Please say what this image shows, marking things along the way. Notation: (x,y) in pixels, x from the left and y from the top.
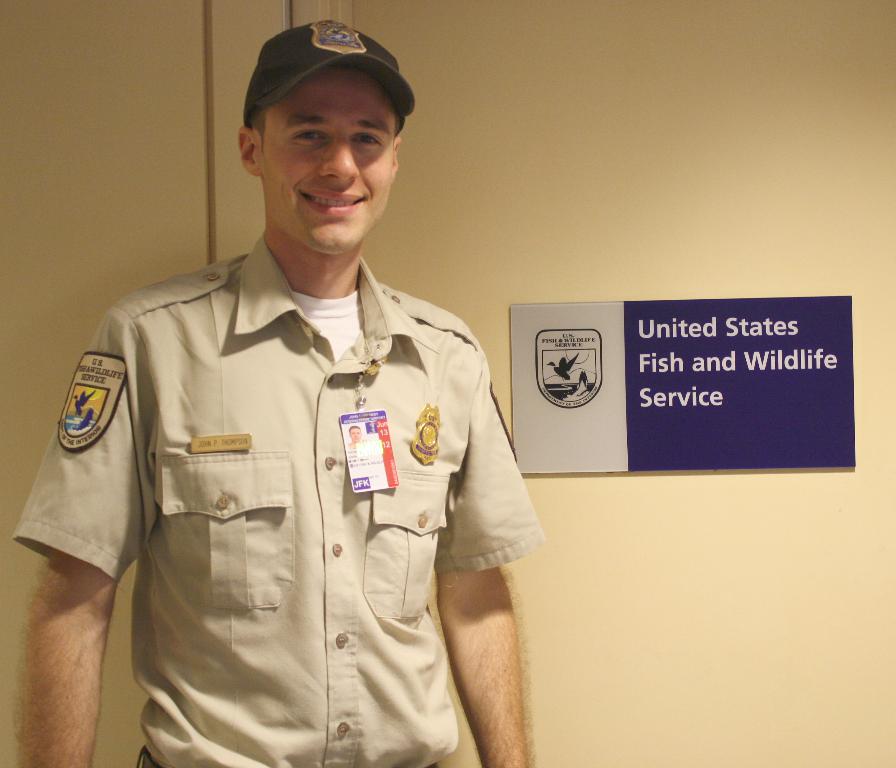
Here we can see a man (300,431) standing and smiling. In the background (51,208) we can see a board (544,412) on the wall (376,33).
